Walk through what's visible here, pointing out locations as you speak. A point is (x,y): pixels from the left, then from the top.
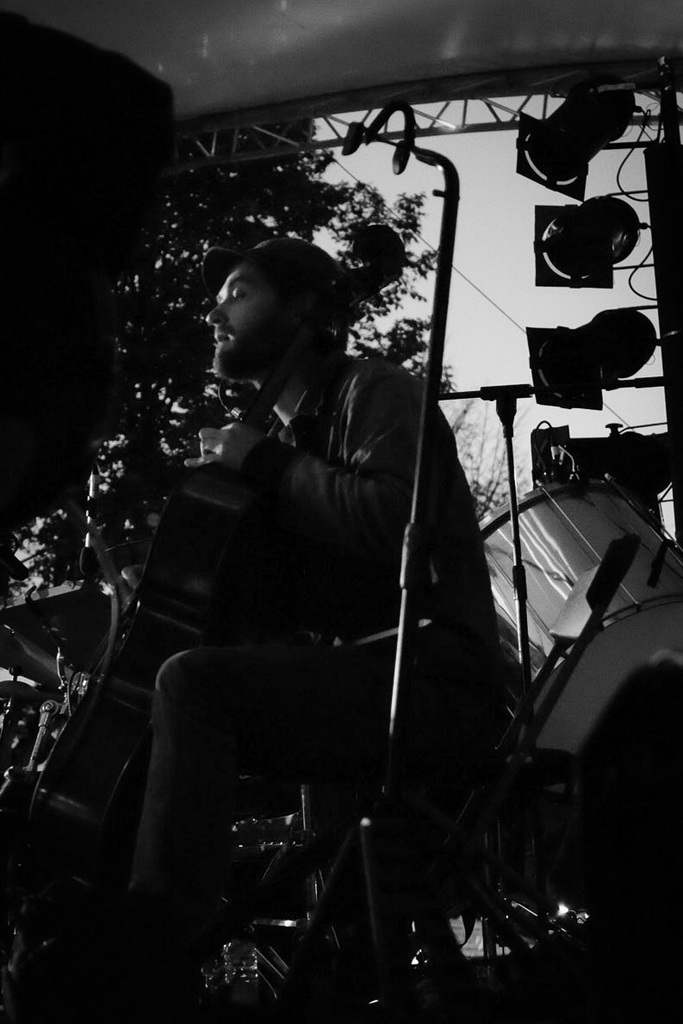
It looks like a black and white picture. We can see a person (253,569) is holding a musical instrument (209,548) and sitting on an object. Behind the person (224,345) there is a stand (513,482), musical instruments (535,551), trees (274,204), sky (502,200) and some objects (237,138).
